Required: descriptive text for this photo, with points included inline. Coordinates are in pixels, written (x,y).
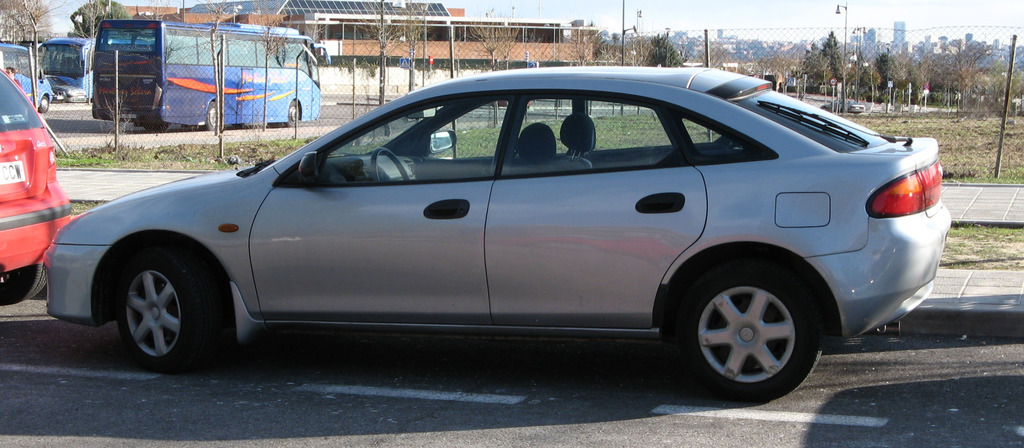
In this image, we can see vehicles (459,154) on the road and in the background (267,47), there are poles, buildings (191,14), boards (929,89), fences (415,59) and we can see some towers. At the top (745,13), there is sky (735,25).
